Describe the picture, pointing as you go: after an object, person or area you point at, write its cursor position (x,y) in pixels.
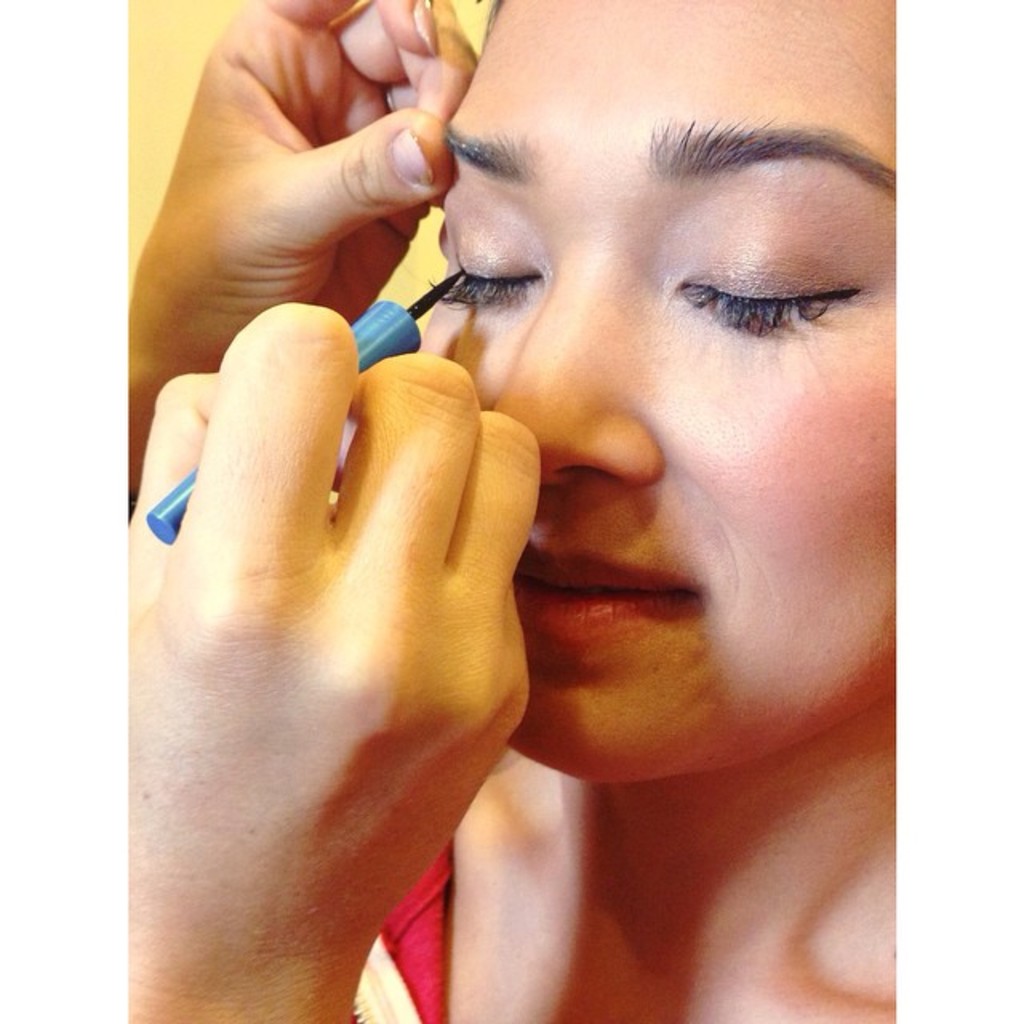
In the picture we can see a woman (687,899) and some person (422,187) doing makeup to the woman (615,110).
